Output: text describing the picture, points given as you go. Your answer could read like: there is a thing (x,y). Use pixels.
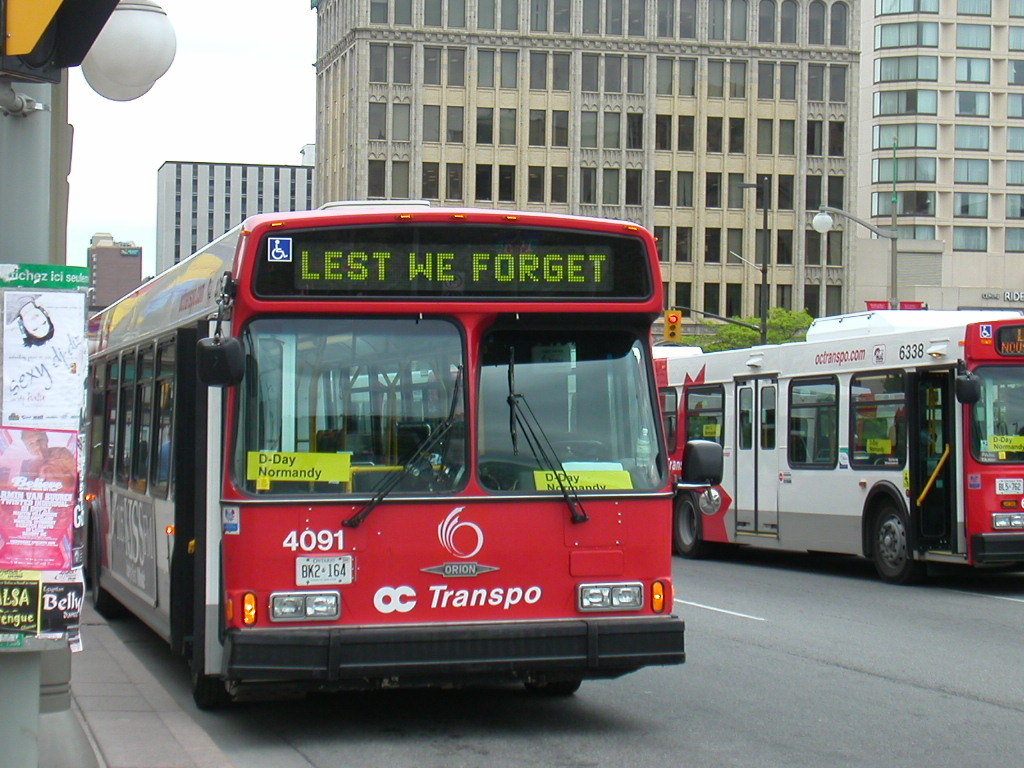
In this image there are buses (106,495) on the road (1014,734), beside them there are so many buildings (757,239) and also there is a notice board (31,407).
